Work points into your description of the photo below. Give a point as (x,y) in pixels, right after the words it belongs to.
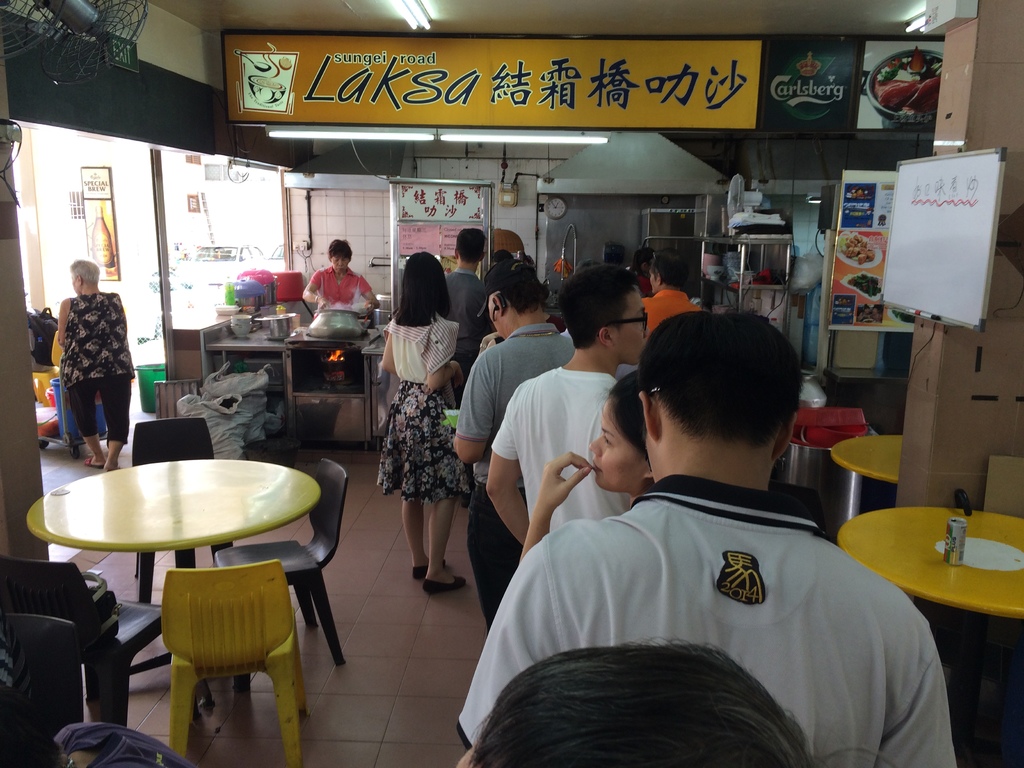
In this picture we can see a group of people (437,461) they are standing and in front of them we have table (165,529), chairs (325,620) and on table (986,583) we can see tin (946,537), paper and in background (630,225) we can see wall (636,227), rods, racks (763,290), banner (879,202), fan (102,52), windows (174,185), tub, bags (214,404), vessels (267,315).
